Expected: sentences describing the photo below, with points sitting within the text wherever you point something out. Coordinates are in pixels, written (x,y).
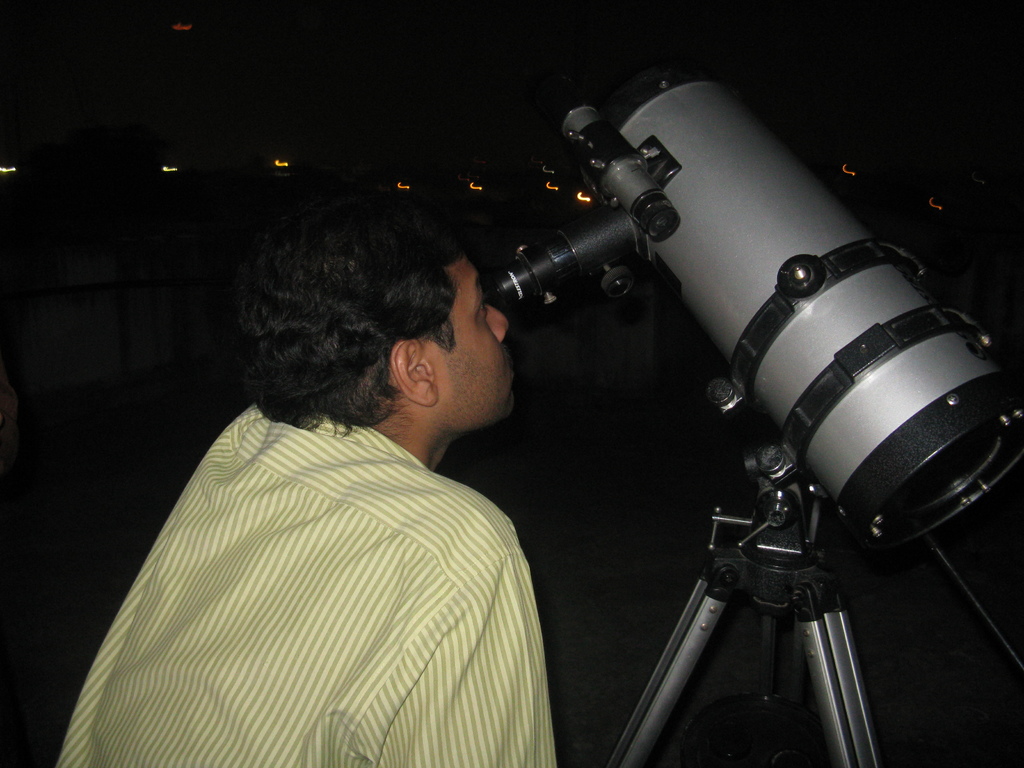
In this image I can see a man (291,729), a tripod (769,574) and on it I can see telescope (720,273). Here I can see he is wearing yellow colour shirt (274,539) and I can see this image is in dark from background (123,113).
